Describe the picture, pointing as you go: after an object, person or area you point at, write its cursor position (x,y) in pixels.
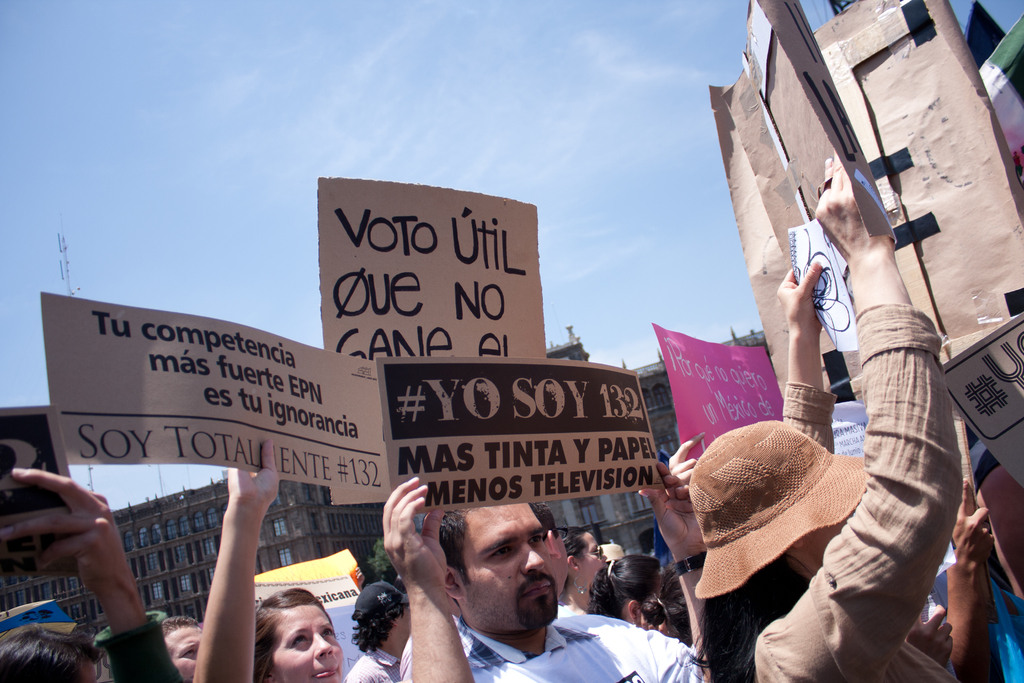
This image consist of many people (403,635) holding placards (237,448) on the road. In the background (342,530), there is a building (175,544). At the top (272,89), there is a sky (246,182).
